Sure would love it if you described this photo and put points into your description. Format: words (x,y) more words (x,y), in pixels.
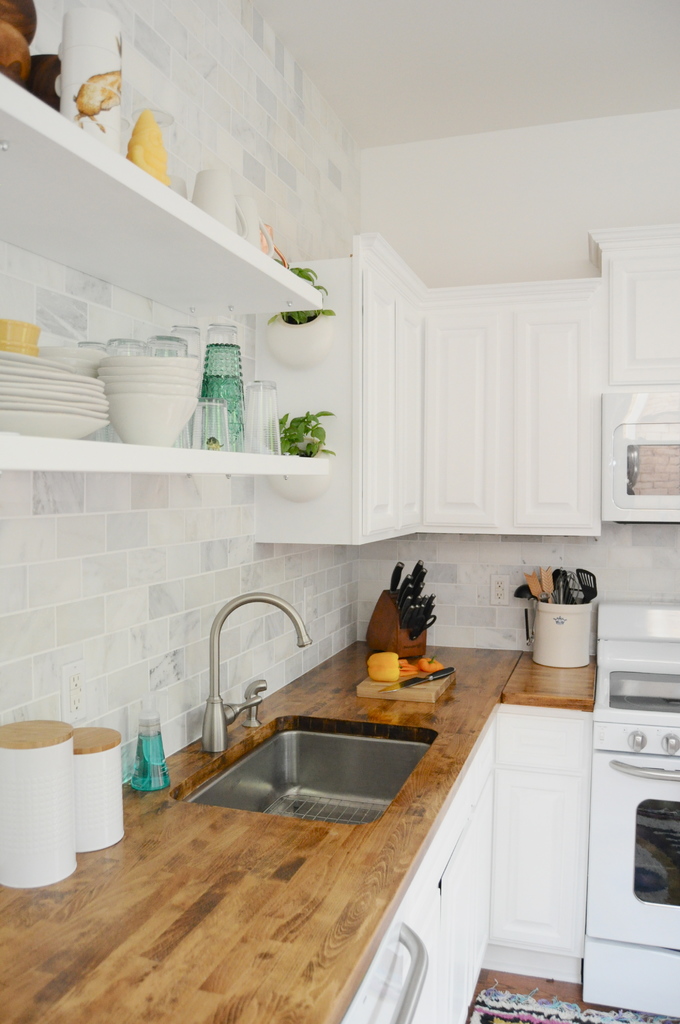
In this picture we can observe a brown color desk (280,863). There is a sink (318,792) and a tap (256,719). We can observe some knives (410,604) and kitchen accessories (540,600) placed on the desk (482,688). We can observe plates (50,364) and bowls (141,409) placed in the racks (95,247). In the background (397,338) we can observe white color cupboards (462,378) and a wall (470,216).
